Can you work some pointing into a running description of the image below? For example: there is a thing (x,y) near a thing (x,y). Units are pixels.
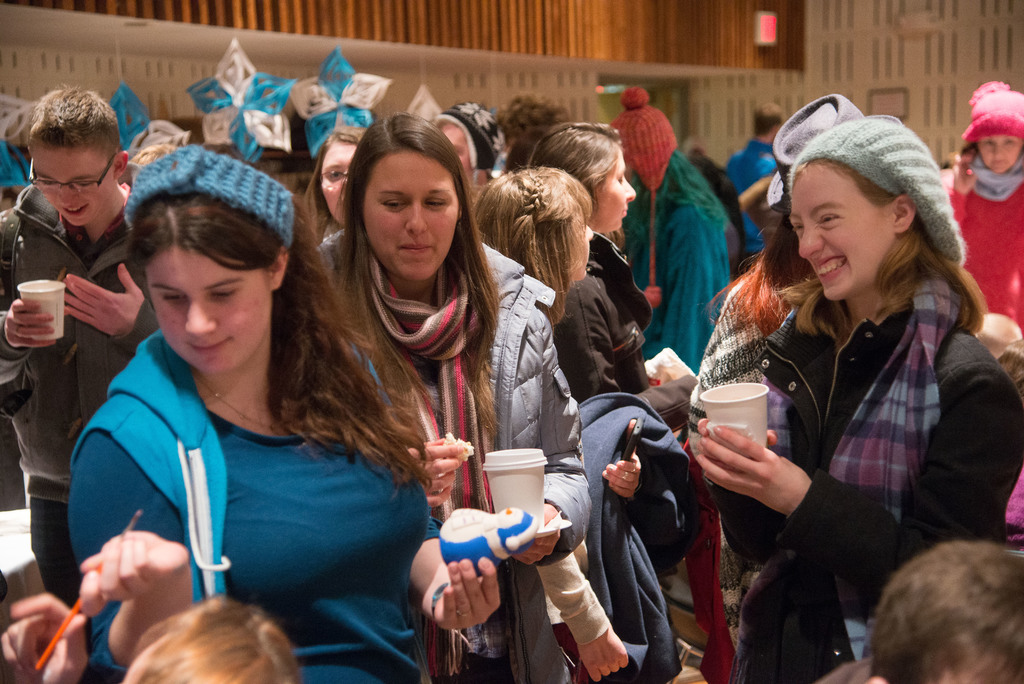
In this picture I can see group of people (531,347) standing and holding some objects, there are few decorative items (132,106), and in the background (274,39) there is a wall (568,67).
